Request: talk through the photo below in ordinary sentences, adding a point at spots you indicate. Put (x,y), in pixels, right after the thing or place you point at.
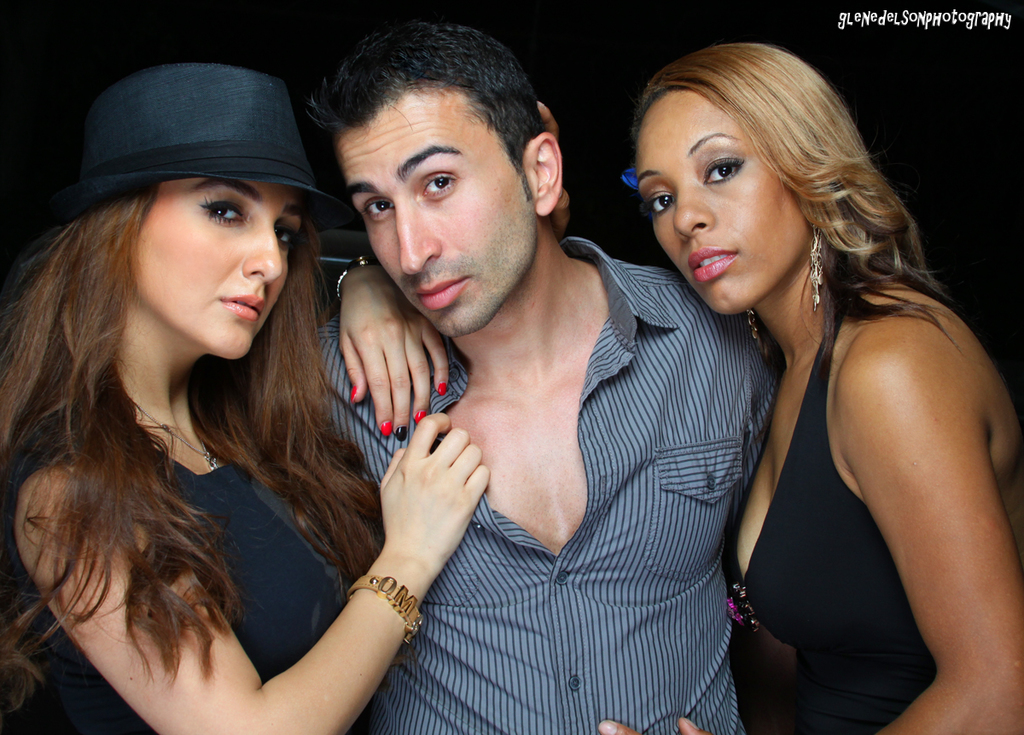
This picture contains three people (348,533). The woman (220,440) on the left corner of the picture (187,455) wearing black dress (269,537) who is wearing the black hat (277,166) is standing beside the man (626,425) who is wearing the blue color shirt (511,635). Beside him, we see woman (815,574) in the black dress (754,607) is stunning. In the background (448,11), it is black in color.
